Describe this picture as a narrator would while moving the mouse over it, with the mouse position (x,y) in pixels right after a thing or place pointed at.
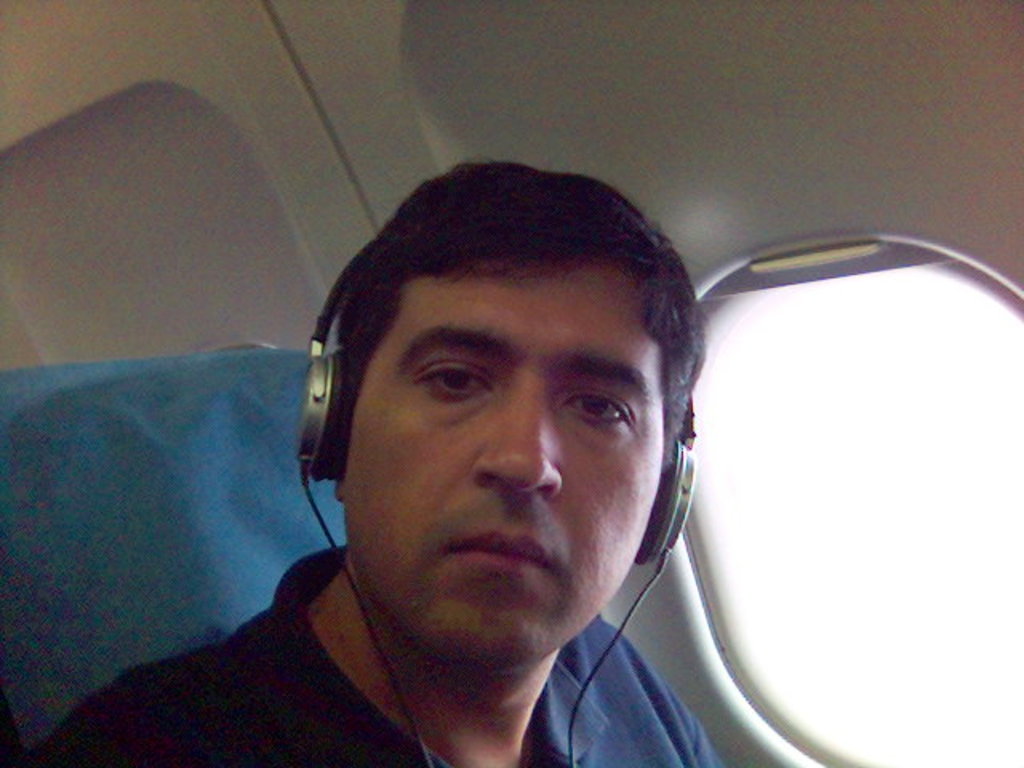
In this picture we can see the man (556,726) wearing blue t-shirt (550,708) is sitting in the flight (224,597) and looking into the camera. Behind we can see the flight cabin (36,115) and window (1017,409).
